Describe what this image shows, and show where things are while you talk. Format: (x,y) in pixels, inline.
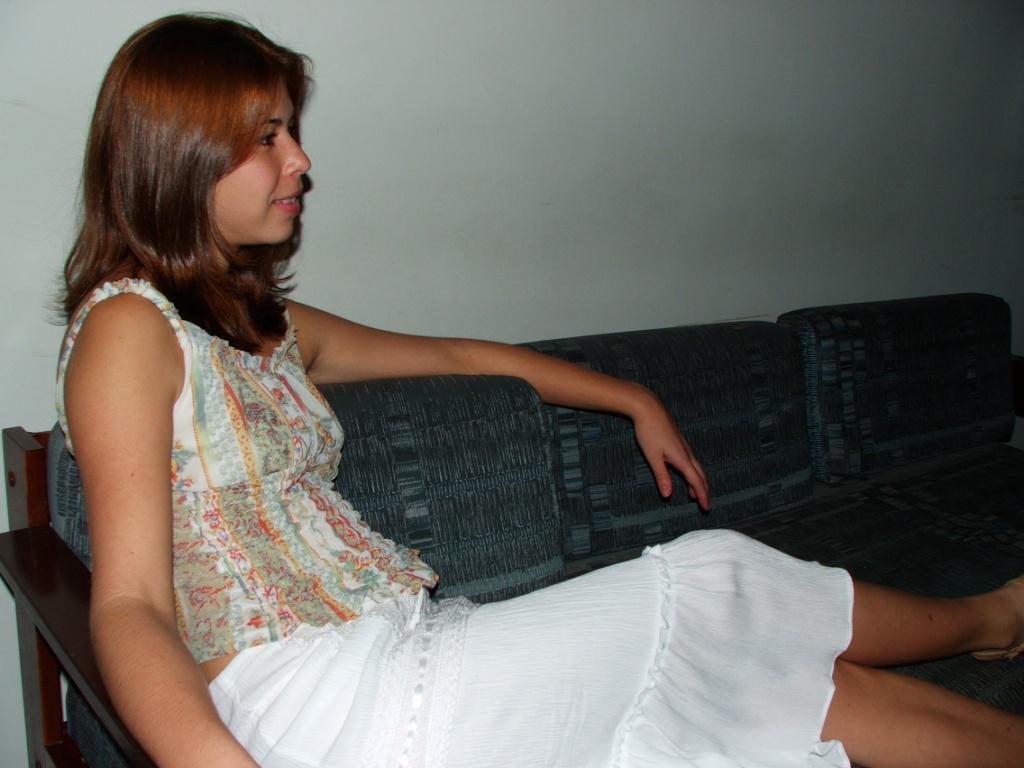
In the picture I can see a woman (694,687) wearing white color dress (285,654), skirt (659,598) is sitting on the grey color sofa set (493,523). In the background (601,229), we can see the white color wall (515,242).
